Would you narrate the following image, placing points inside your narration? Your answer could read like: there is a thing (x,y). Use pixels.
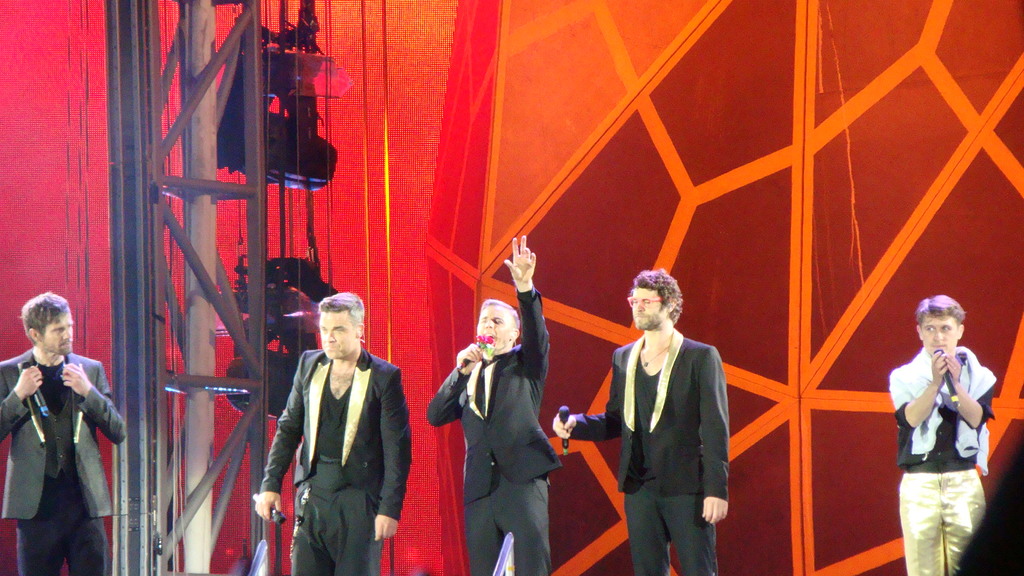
In this image, there are group of persons (43,440) standing and wearing clothes (44,438). There is a pole (131,353) on the left side of the image (200,286). The person (514,360) who is at the bottom of the image (510,481) raising a hand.
